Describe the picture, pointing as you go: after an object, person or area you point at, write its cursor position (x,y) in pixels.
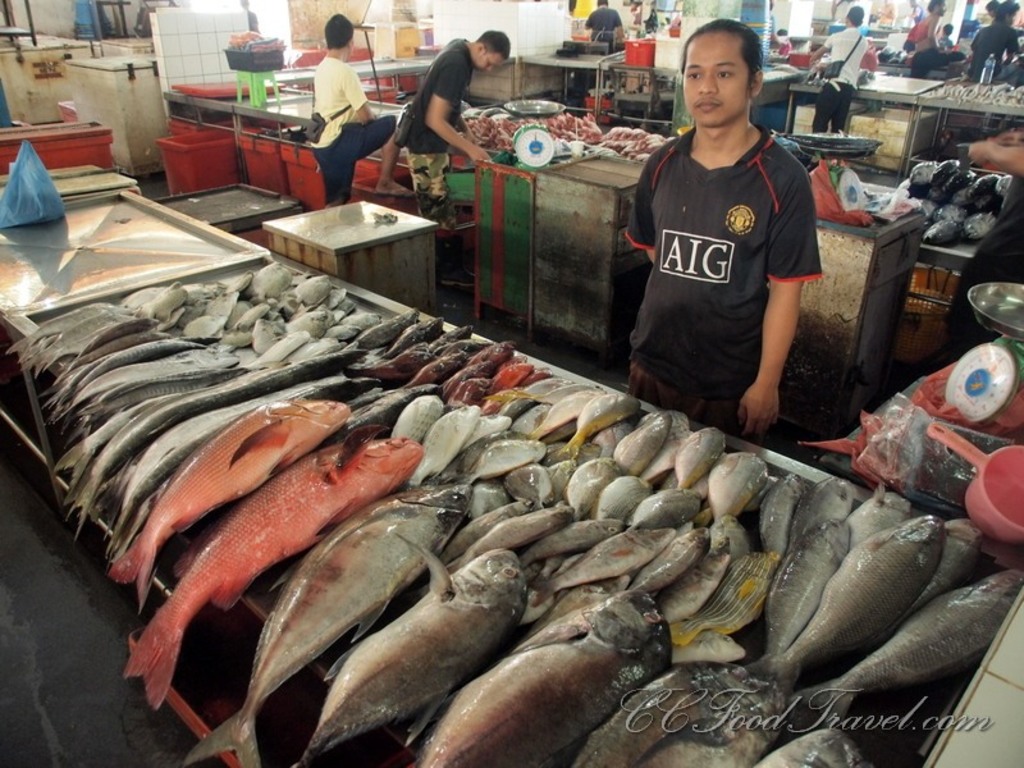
In the picture we can see a fish market (34,584) with many type of fishes (200,351) on the table (913,687) and behind it we can see a man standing with black T-shirt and behind him we can see some tables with fishes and near it we can see two people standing and behind it also we can see some people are standing near the tables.
